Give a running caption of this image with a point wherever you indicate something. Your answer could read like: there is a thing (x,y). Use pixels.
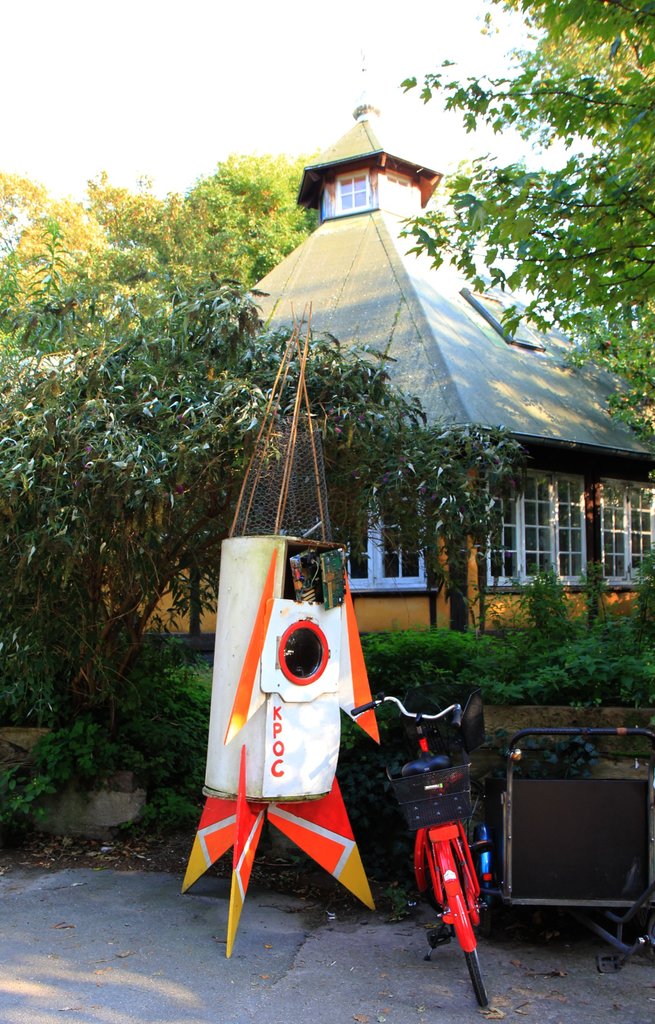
In this image I can see a red bicycle (475,992), a white colour thing (236,725) and on it I can see something is written. In the background (342,329) I can see number of trees (358,433) and a building (370,326).
